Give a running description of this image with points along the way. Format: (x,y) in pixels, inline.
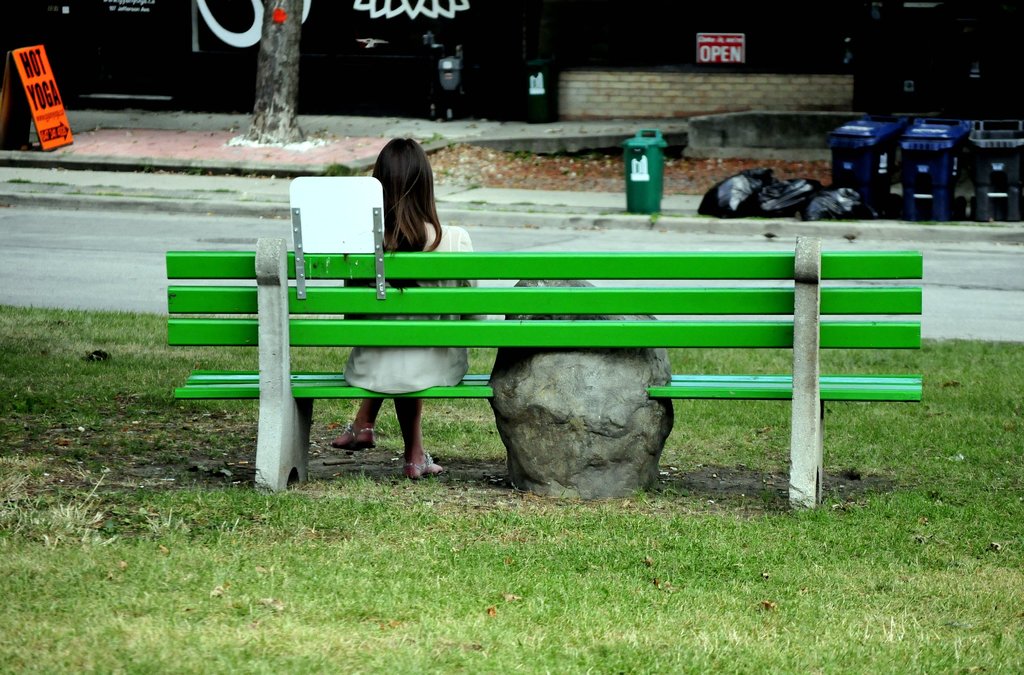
In this image, we can see a person (465,232) wearing clothes (394,350) and sitting on the bench (464,300). There are trash bins (966,128) in the top right of the image (885,127). There is a wall (584,71) and stem (285,95) at the top of the image (506,0). There is a board (42,62) in the top left of the image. There is a road (100,239) in the middle of the image (594,249).
